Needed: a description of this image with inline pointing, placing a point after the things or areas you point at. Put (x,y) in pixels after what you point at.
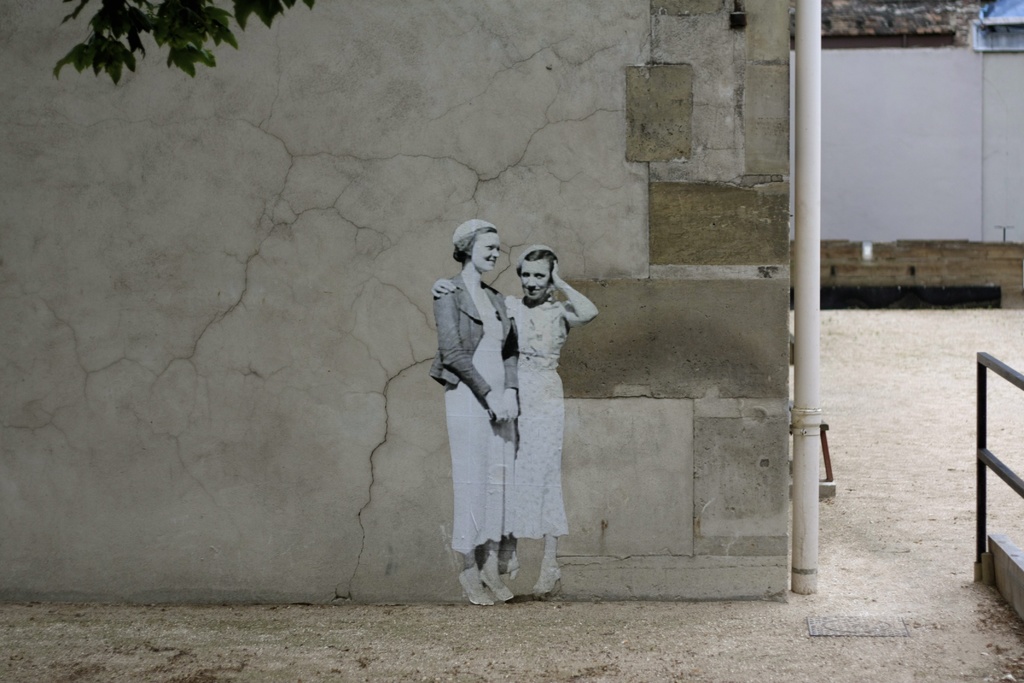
In this image I can see a paper cutout of two women (488,436) on the wall (567,214). In the background (355,550) I can see the wall (414,171), a pipe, a building (860,198), the railing (985,516) and to the left top of the image (215,7) I can see the tree (188,40).
